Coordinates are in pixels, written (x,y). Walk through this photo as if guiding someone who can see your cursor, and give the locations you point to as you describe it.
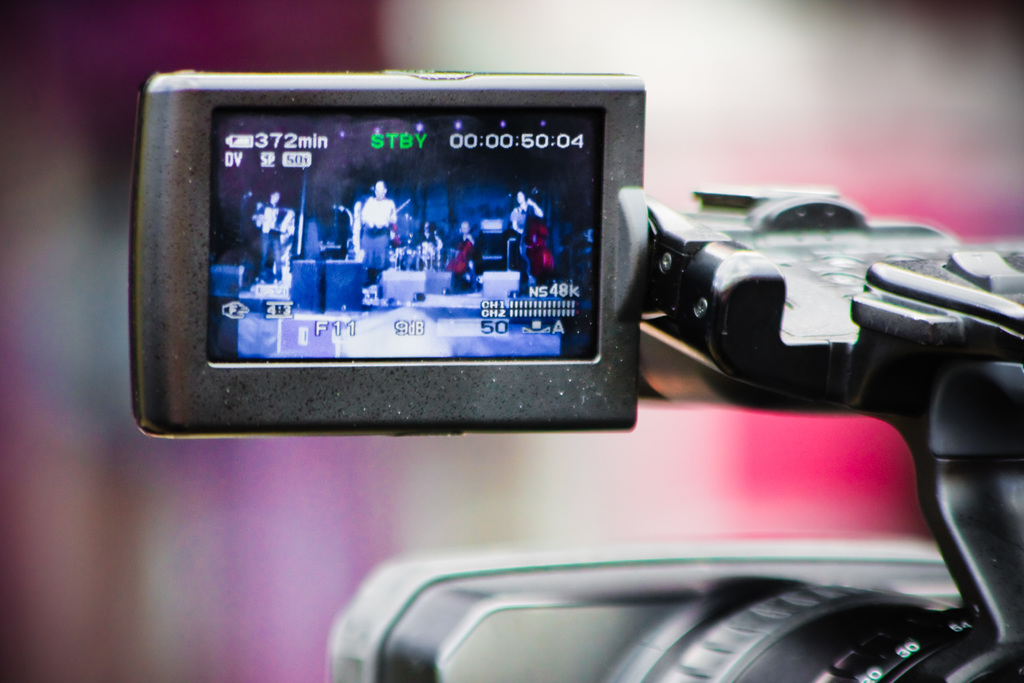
There is a black color camera (714,613) which displays a picture (405,248) on it.
